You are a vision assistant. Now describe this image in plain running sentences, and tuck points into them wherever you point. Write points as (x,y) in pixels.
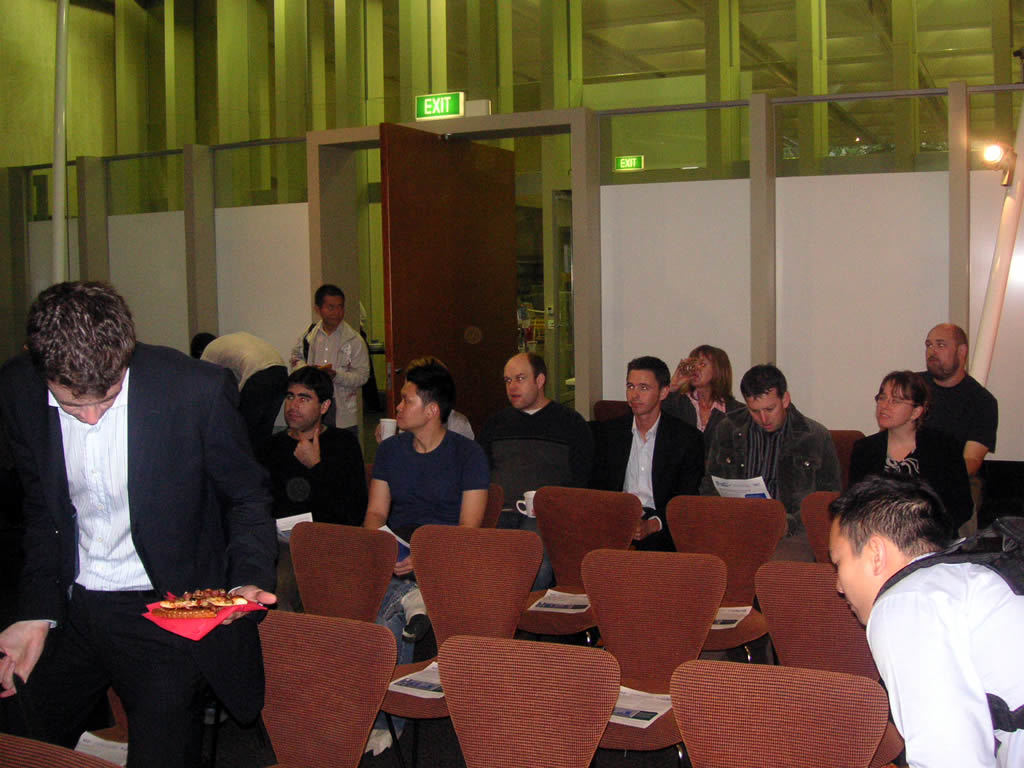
Few persons (420,384) sitting on the chairs (588,521). These persons (101,645) standing. We can see papers (663,698) on the chairs (475,607). On the background (732,183) we can see wall (937,210), lights (997,159), board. This person (163,520) holding food (175,607).
